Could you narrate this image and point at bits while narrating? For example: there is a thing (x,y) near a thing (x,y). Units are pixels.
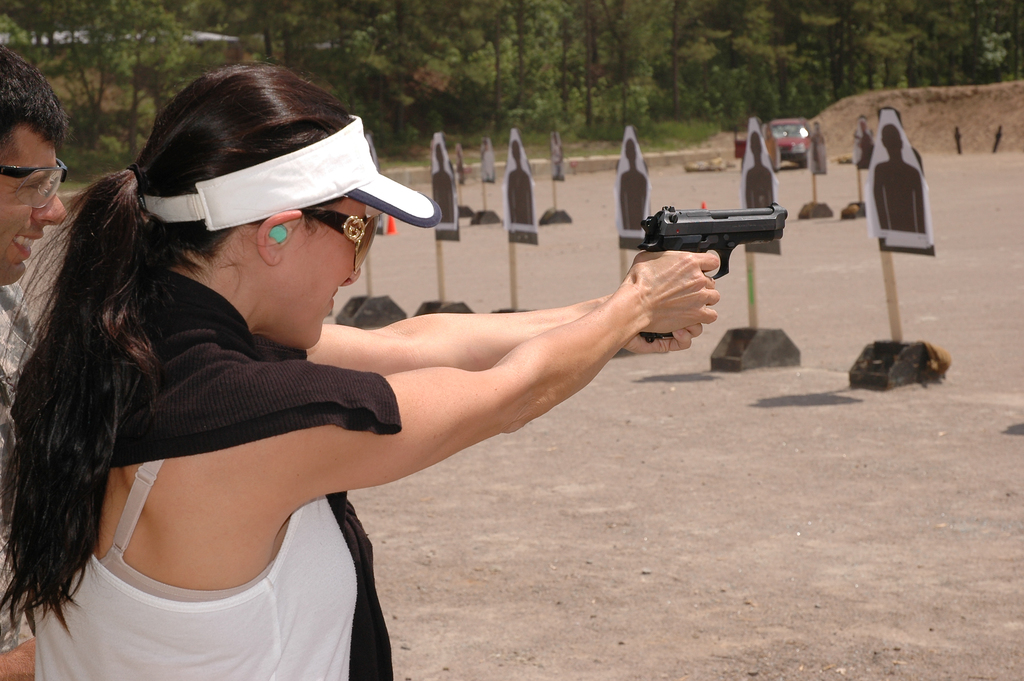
This image consists of two persons (163,435). In the front (216,538), the woman (264,536) is holding a gun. On the right (879,183), there are target boards (823,145). At the bottom (785,517), there is ground (698,431). In the background (1002,39), there are trees (953,70). On the right (783,139), we can see a car (799,143) in red color.
